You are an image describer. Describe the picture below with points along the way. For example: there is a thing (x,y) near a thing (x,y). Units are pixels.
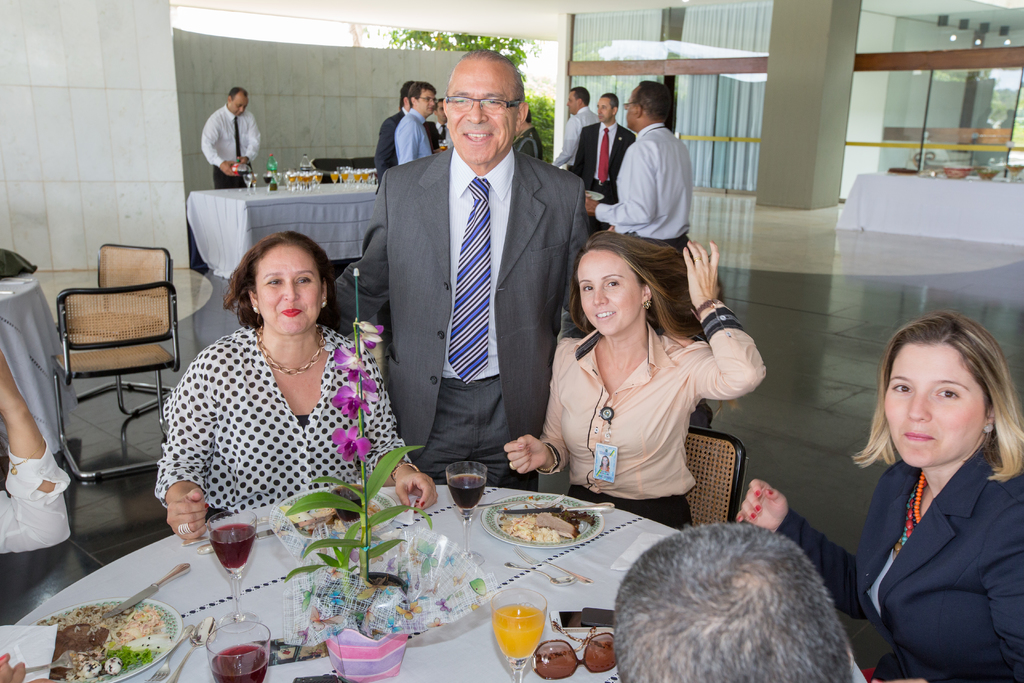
As we can see in the image there are few people (236,464) and standing and there are tables (451,642) over here. On table (491,542) there is a glass (514,647), goggles (591,654), plate (562,544) and fork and there is white color tiles (915,257) over here.
